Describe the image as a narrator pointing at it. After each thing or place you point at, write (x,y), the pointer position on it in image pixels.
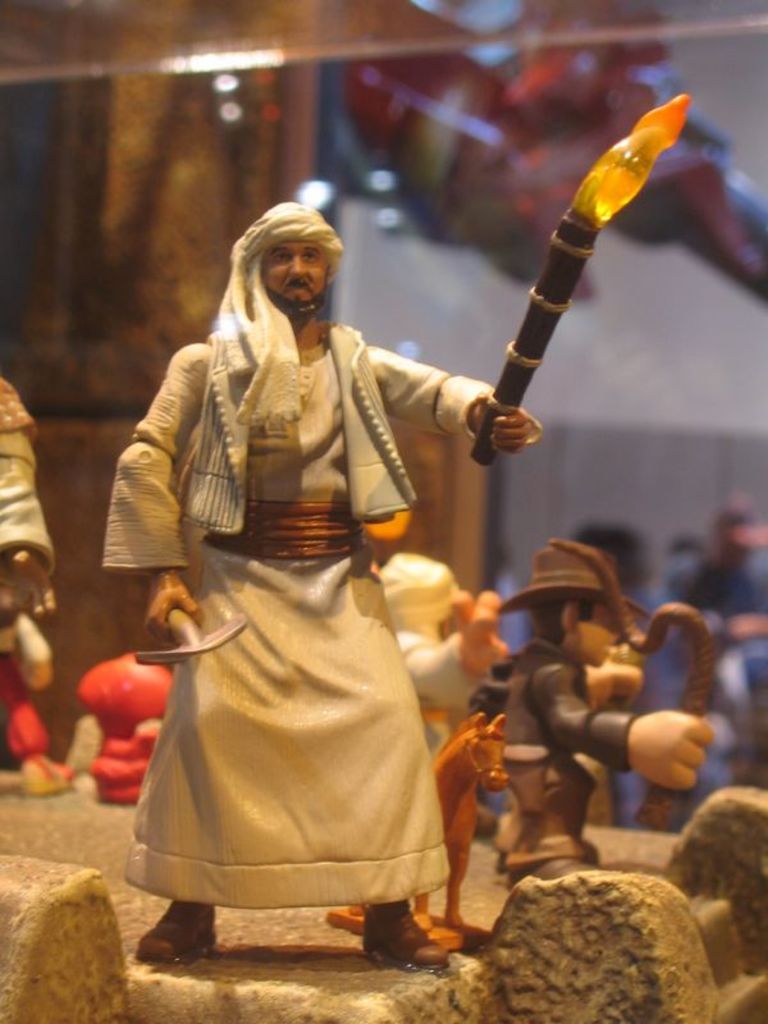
In this image, I can see the toys (383,607). This is the man (251,656) standing and holding a tool (236,622) and a stick (522,378) with the fire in his hands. This looks like a horse (474,794). The background (484,223) looks blurry.
